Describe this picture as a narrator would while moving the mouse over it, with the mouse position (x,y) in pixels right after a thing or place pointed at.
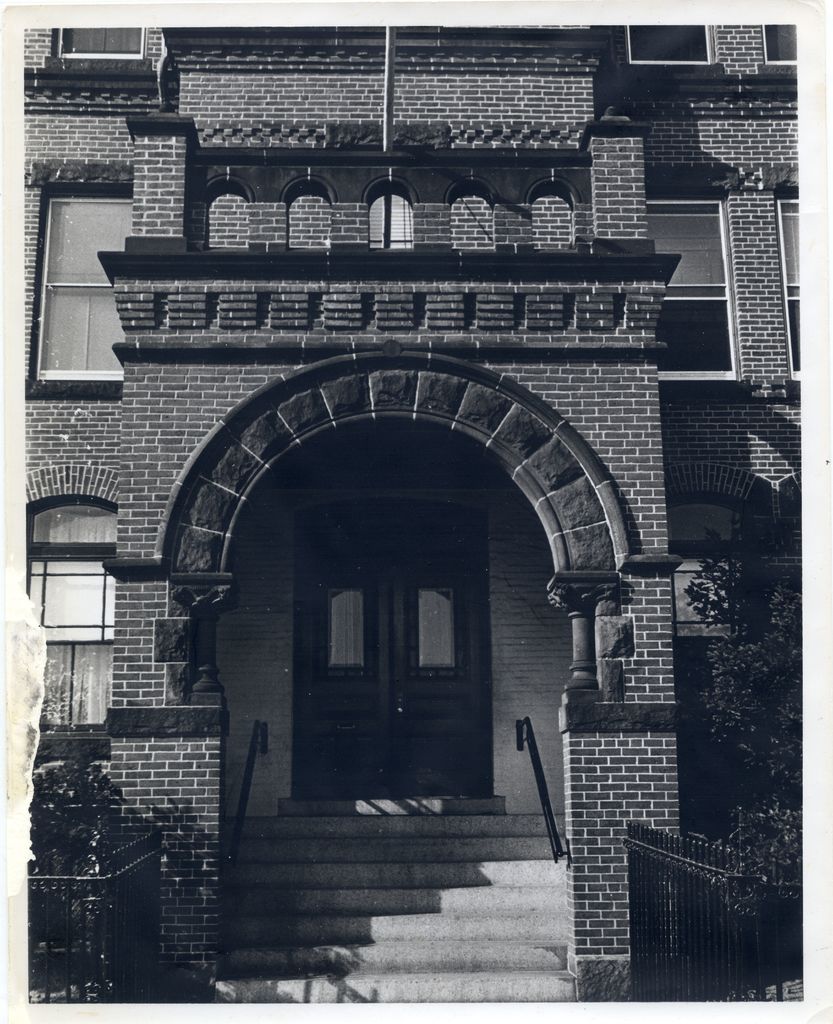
In the picture I can see a building (355,650), steps (251,868), fence (142,876), plants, doors (424,762), windows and some other objects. This image is black and white in color.
